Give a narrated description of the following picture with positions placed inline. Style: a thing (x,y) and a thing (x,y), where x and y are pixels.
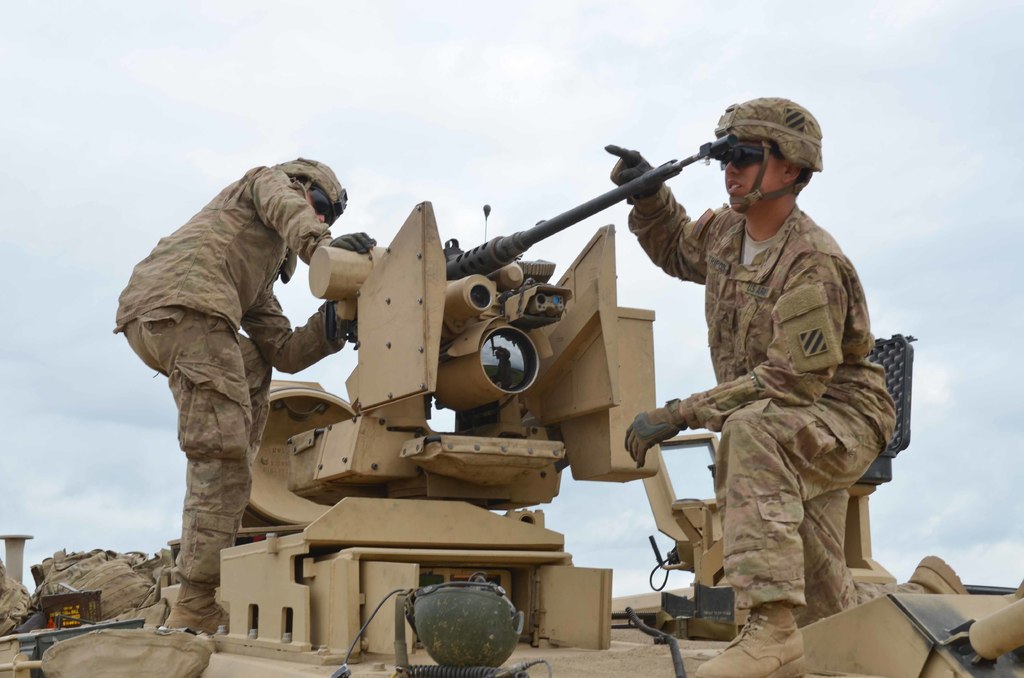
In this image we can able to see two military persons (232,387) on the tanker (373,499), there is a helmet (464,596) and bags (89,582) on it, and we can see the sky (875,143).
